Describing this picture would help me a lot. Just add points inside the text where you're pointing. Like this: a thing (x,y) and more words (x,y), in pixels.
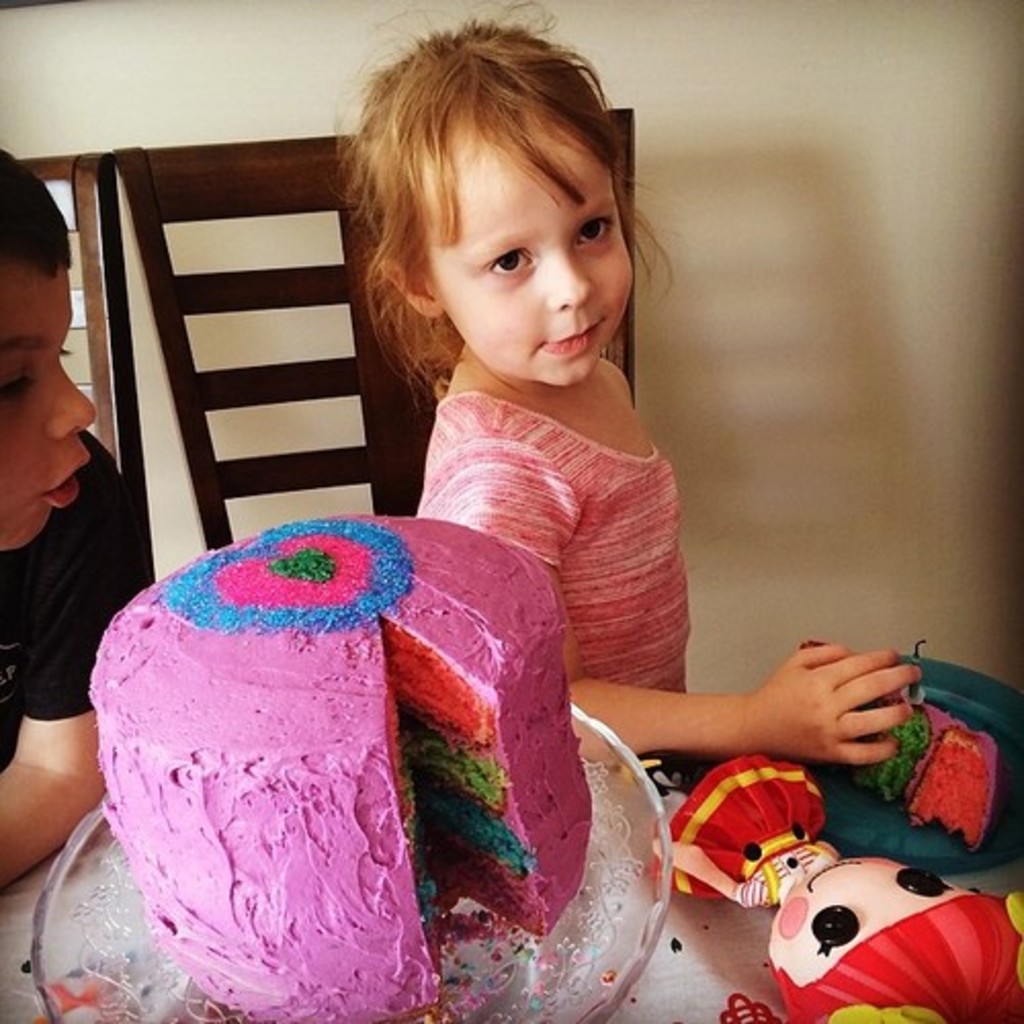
In the foreground of the picture (865,965) there are toys (886,905), cake (287,869) and other objects (94,981). In the center of the picture (596,446) there are chairs (180,287) and two kids (567,292). At the top (391,41) it is wall (775,327) painted white.
